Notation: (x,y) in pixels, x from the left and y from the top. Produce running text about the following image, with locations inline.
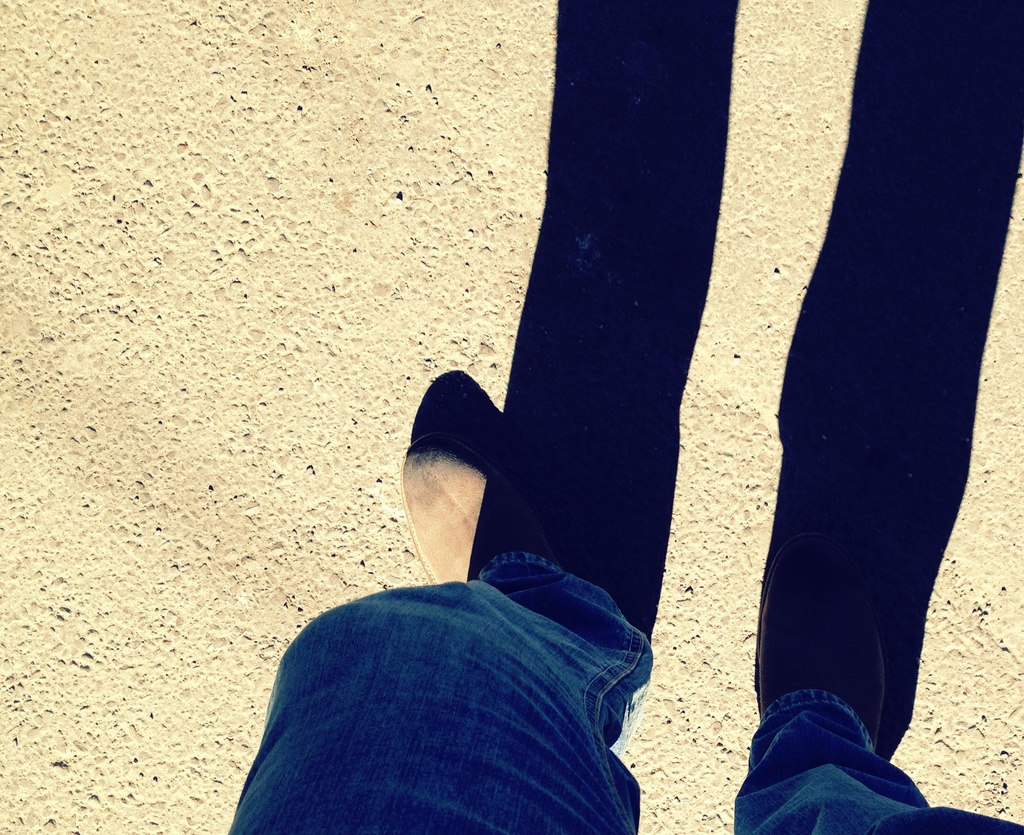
In the foreground of this image (512,738), on the bottom (555,792), there are legs (596,775) of a person (508,757) and the shadow (838,401) falling on to the top (618,255) on the road (386,165).
